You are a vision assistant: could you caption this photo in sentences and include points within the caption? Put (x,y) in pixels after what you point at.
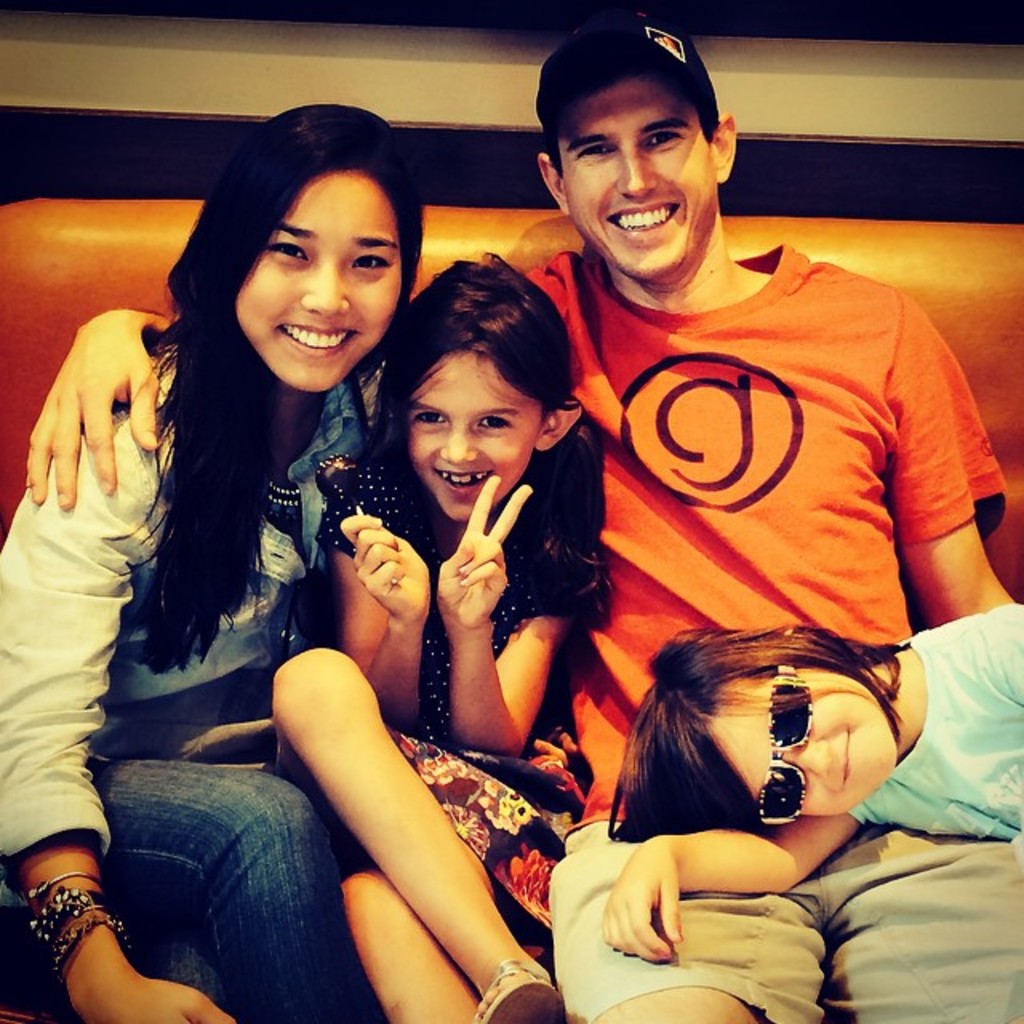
In the picture we can see a man (825,464) and a woman (48,494) sitting on the orange colored sofa (9,271) with their two children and they are smiling, man (117,340) is in orange T-shirt (931,420) and black cap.
